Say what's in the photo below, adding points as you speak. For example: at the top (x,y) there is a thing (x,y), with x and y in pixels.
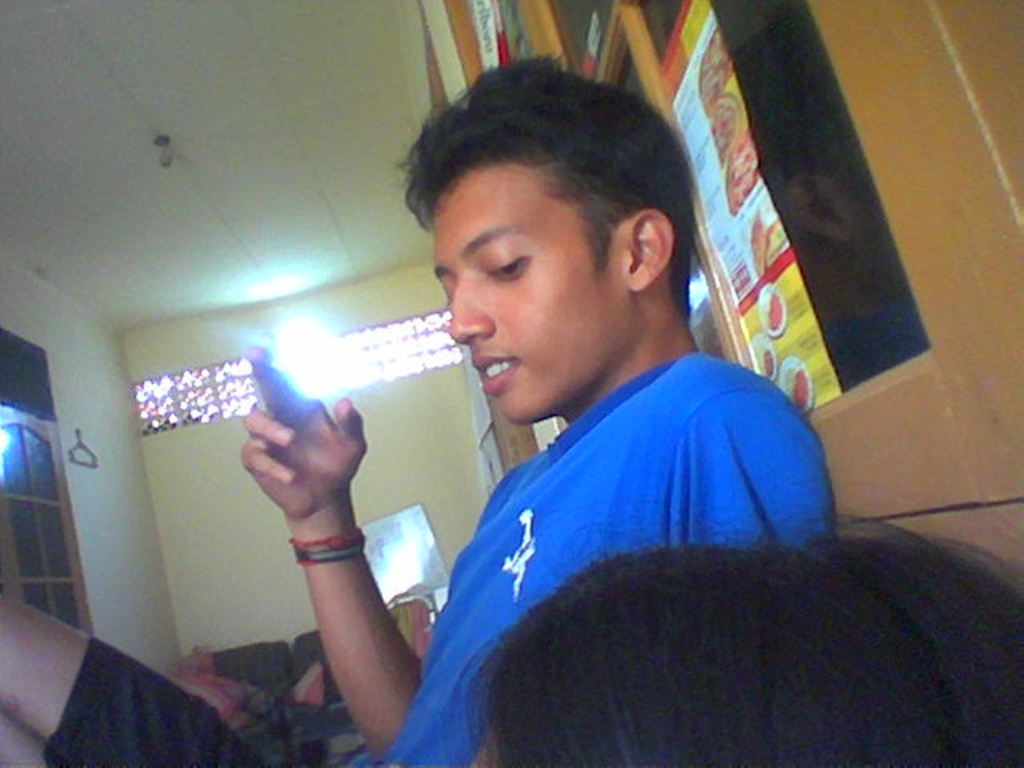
In this picture I can see there is a boy (535,473) and he is wearing blue shirt (503,520) and holding a object (287,398) in his hand (319,479). There is a wall (379,510) in the backdrop (368,504).
